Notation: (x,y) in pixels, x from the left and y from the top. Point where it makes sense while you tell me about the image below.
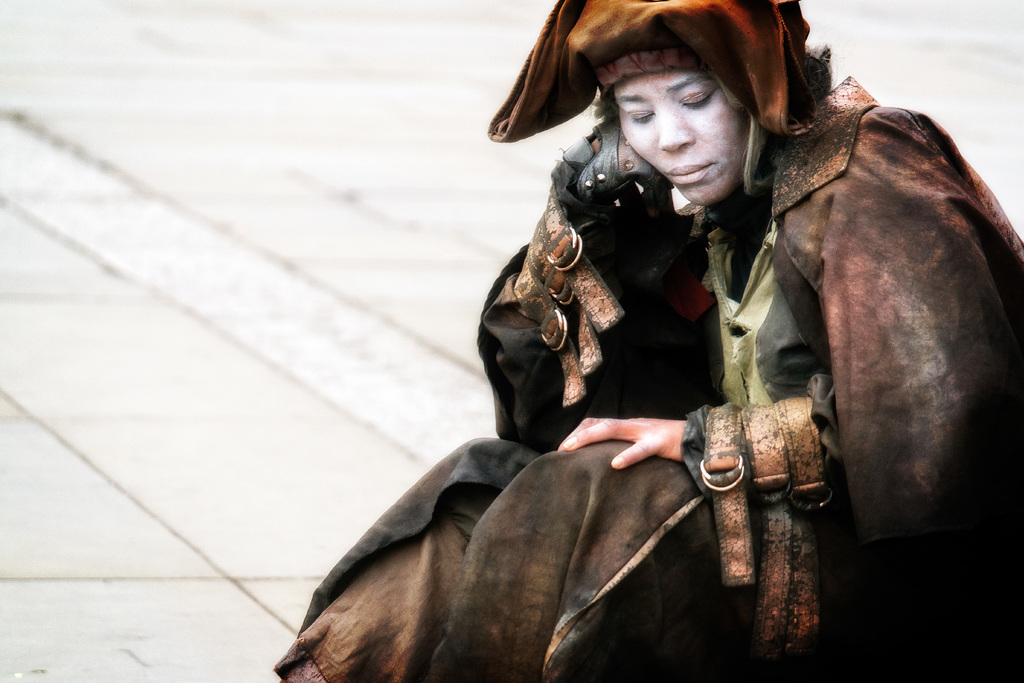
This image is taken outdoors. At the bottom of the image (168,568) there is a floor (260,233). On the right side of the image (777,329) a woman (687,412) is sitting on the floor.
